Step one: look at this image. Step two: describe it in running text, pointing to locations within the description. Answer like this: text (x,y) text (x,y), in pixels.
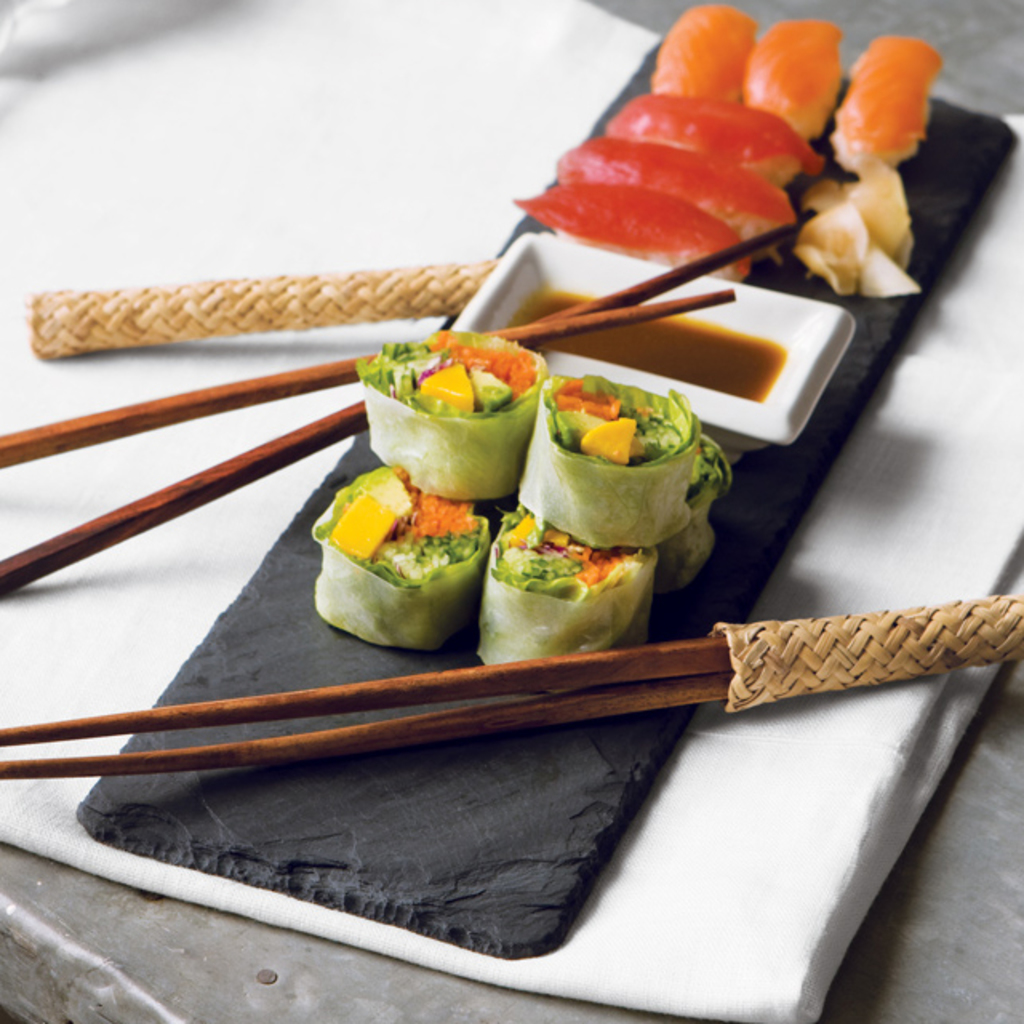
There is a table (967,816). On the table (918,847) there is a white cloth (792,888). Above that there is a black board (483,818). On that there are chopsticks (273,451), food items (523,416), and a bowl (796,400).
